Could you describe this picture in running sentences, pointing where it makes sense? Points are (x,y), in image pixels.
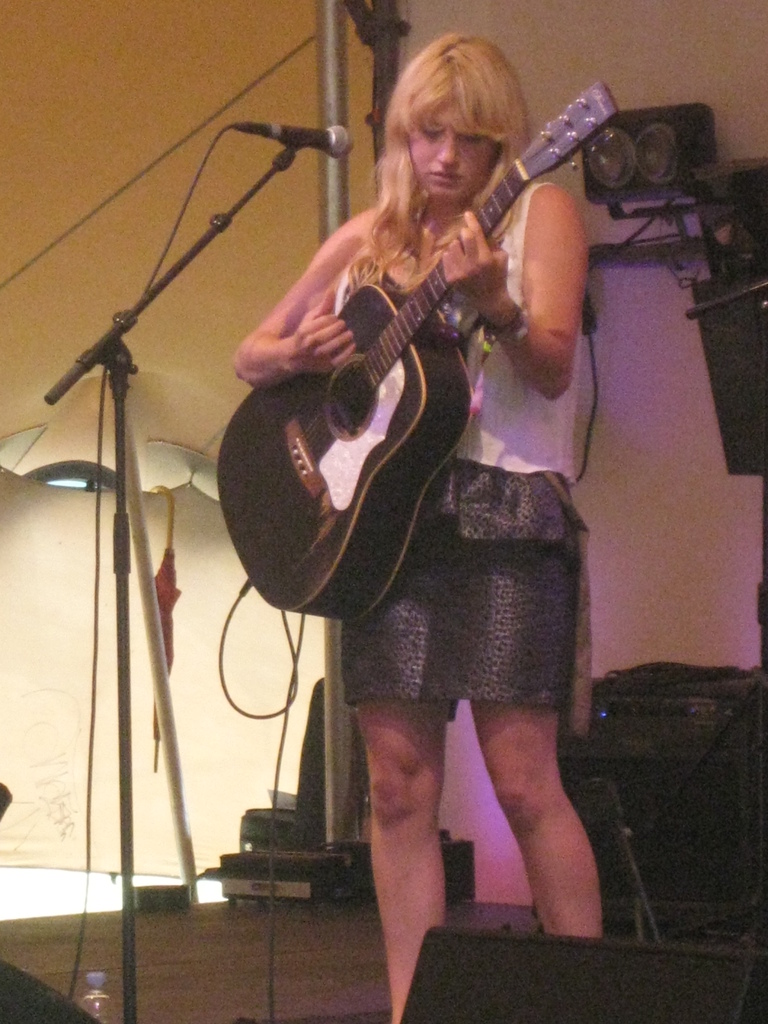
In the picture I can see a woman (583,869) standing on the wooden floor (479,927) and she is playing a guitar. I can see a microphone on the stand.
